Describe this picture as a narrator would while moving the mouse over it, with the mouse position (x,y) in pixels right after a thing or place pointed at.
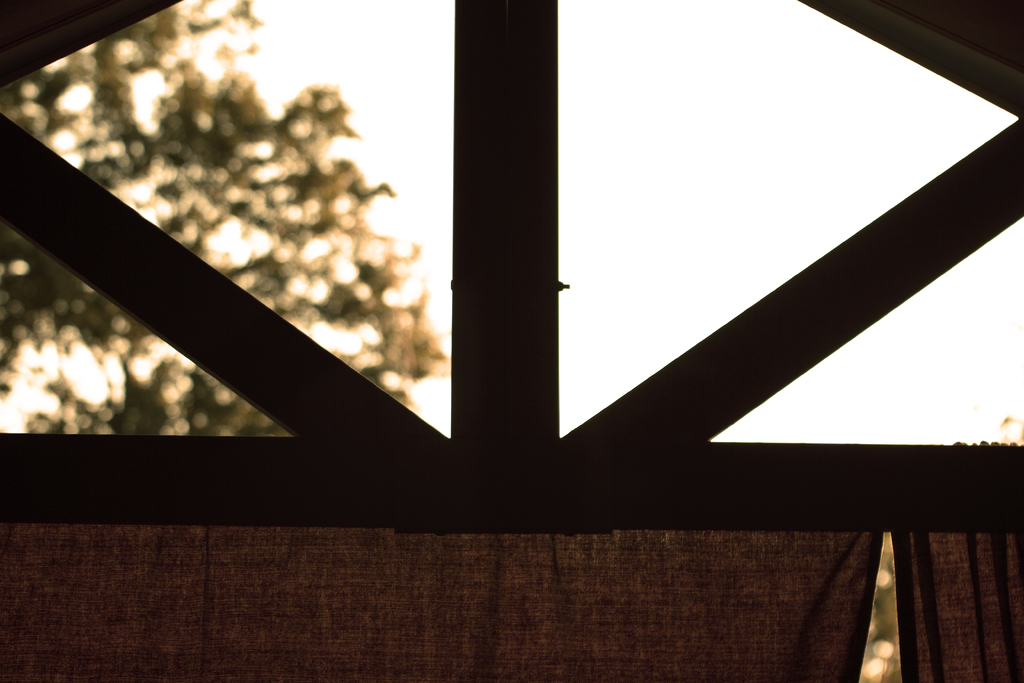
Here in this picture in the front (466,140) we can see a ventilation window (490,155) present and below that we can see curtains (687,609) present and we can see trees (307,207) present in blurry manner and we can see the sky (317,336) is clear.
